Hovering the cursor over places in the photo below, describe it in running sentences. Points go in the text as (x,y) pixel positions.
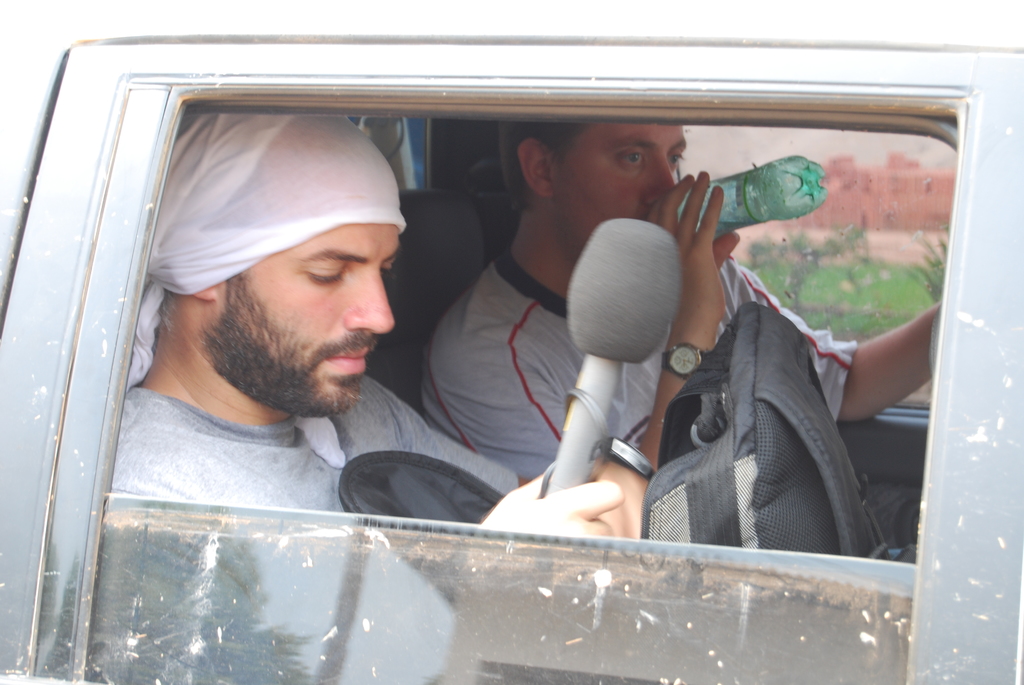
In this image I can see two people (356,419) inside the vehicle (611,578). I can see one person (285,381) with the bag (746,493) and mic (623,336) and an another person (695,269) with the bottle (732,207). In the background (829,298) I can see the plants (841,276) and the wall (853,178).
